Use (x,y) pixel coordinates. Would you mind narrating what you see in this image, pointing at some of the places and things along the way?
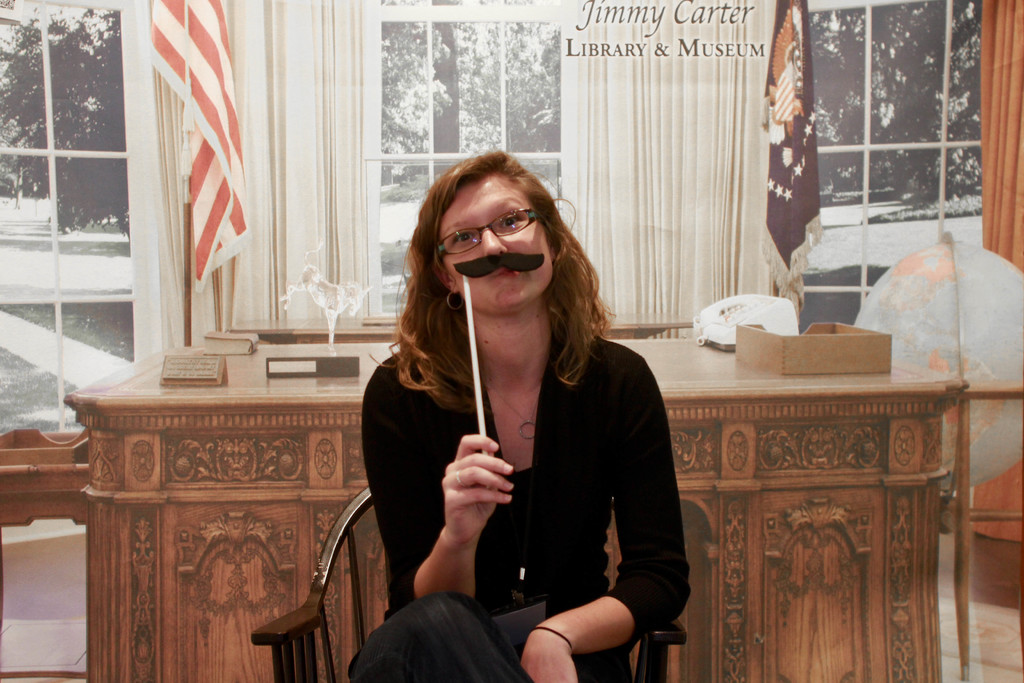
In this image there is a woman (525,498) sitting on a chair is holding some object (469,307) in her hand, behind the woman (443,321) there is a table (262,395) with some objects (295,362) on the table (251,384), behind the table (248,397) there are two flags (228,160), behind the flags (218,169) there are curtains (720,129) on the glass window (422,156), behind the curtains (253,143) there are trees (124,215).
